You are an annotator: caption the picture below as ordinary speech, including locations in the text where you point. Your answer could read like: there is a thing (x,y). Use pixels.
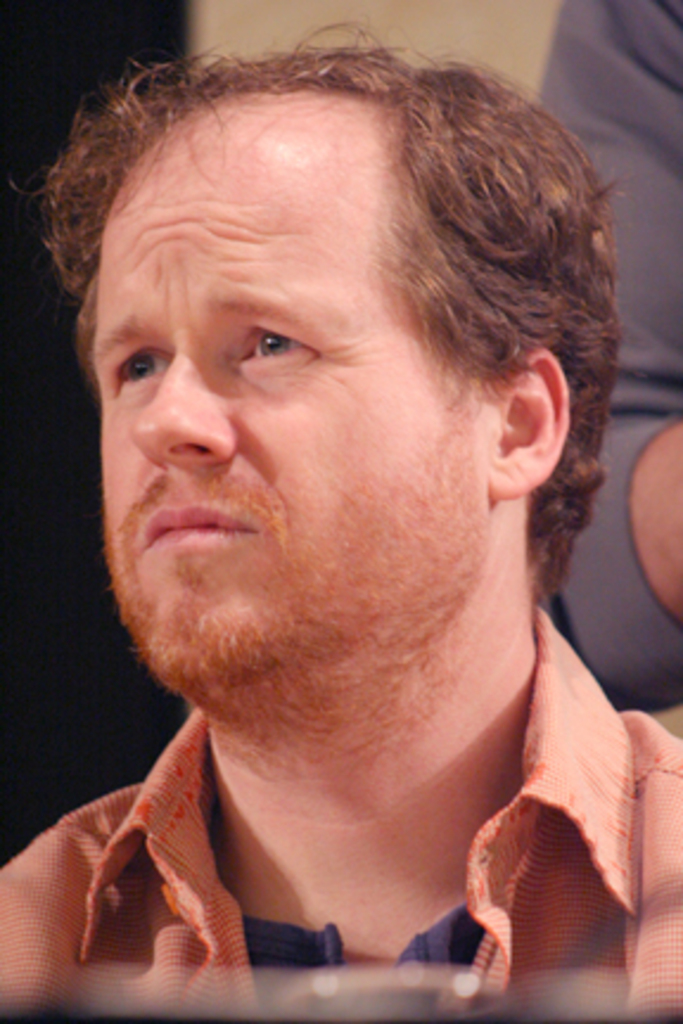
There is one person (278,618) present as we can see in the middle of this image (332,406). We can see a hand (638,470) of a person (677,347) is on the right side of this image (620,231).
